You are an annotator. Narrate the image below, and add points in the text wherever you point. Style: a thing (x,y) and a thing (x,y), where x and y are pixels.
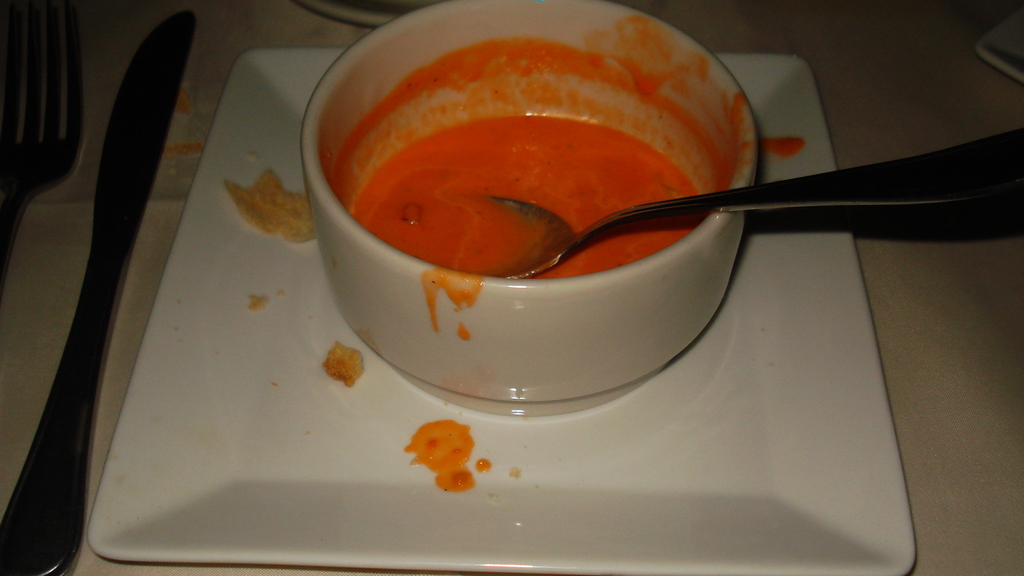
In this image we can see a serving bowl (510,349) which consists of food (441,206) in it and is placed on the serving plate (365,364). In the background (256,43) we can see a table (231,37) and on the table (217,37) there are cutlery (83,373).
